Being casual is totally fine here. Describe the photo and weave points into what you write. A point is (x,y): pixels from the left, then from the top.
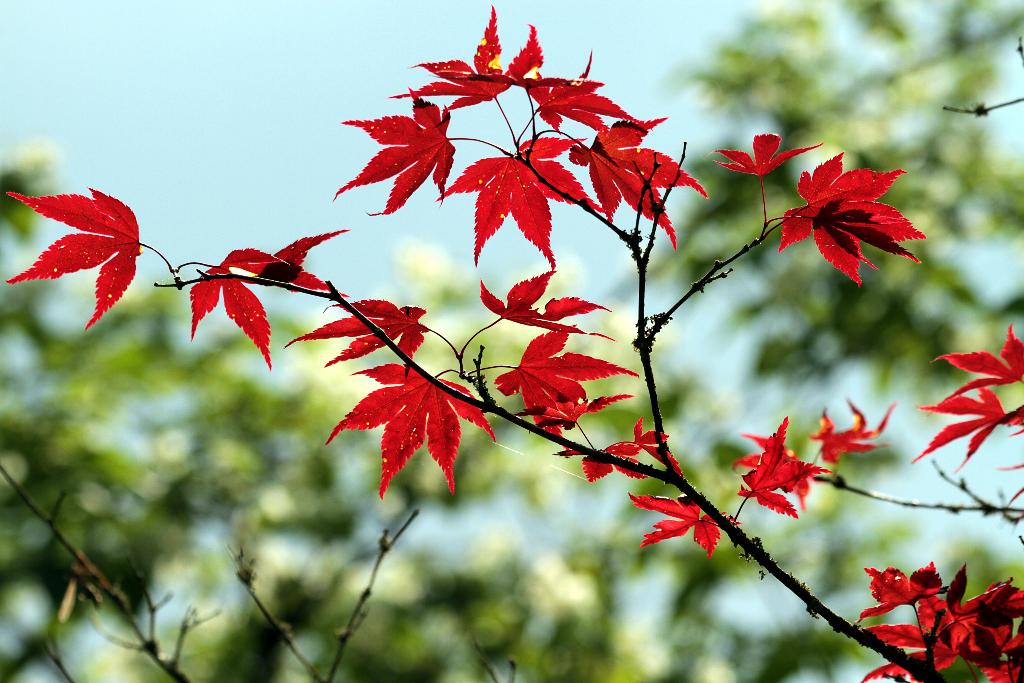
In the foreground of this image (407,308), there are red color leaves (531,208) to the stem (596,453). In the background (467,527), there is a tree (422,555) and the sky (268,93).
